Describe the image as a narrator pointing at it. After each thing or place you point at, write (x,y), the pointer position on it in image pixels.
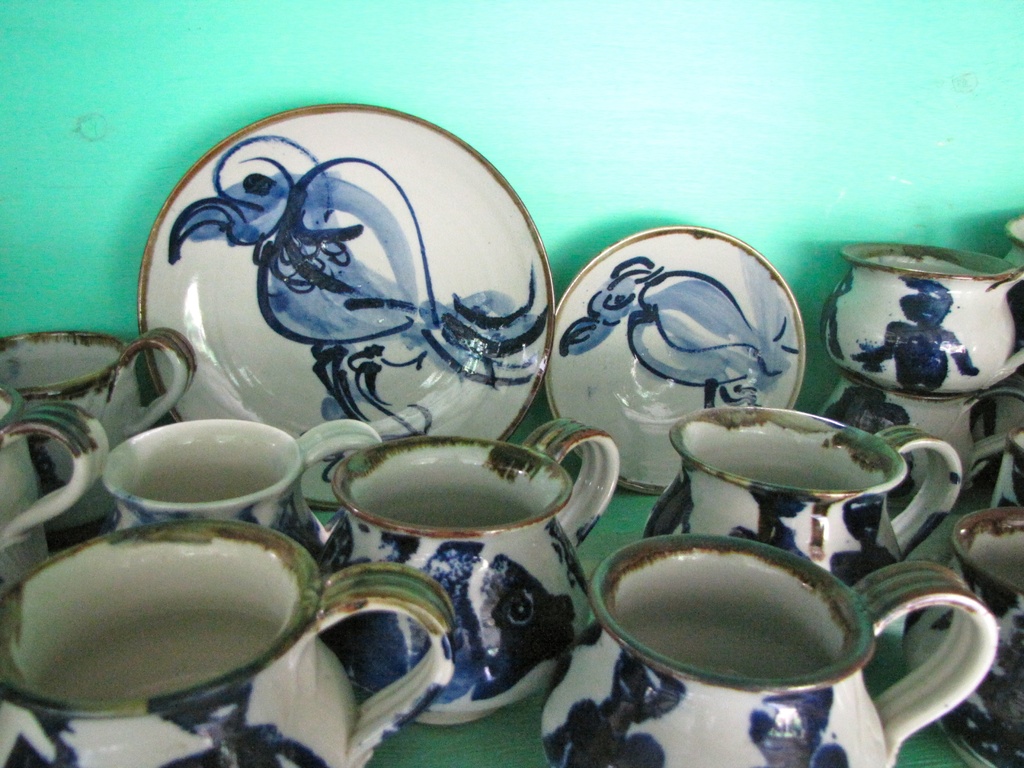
In this image I can see plates (189,188) and jars (866,318), green color wall (374,75) visible.
